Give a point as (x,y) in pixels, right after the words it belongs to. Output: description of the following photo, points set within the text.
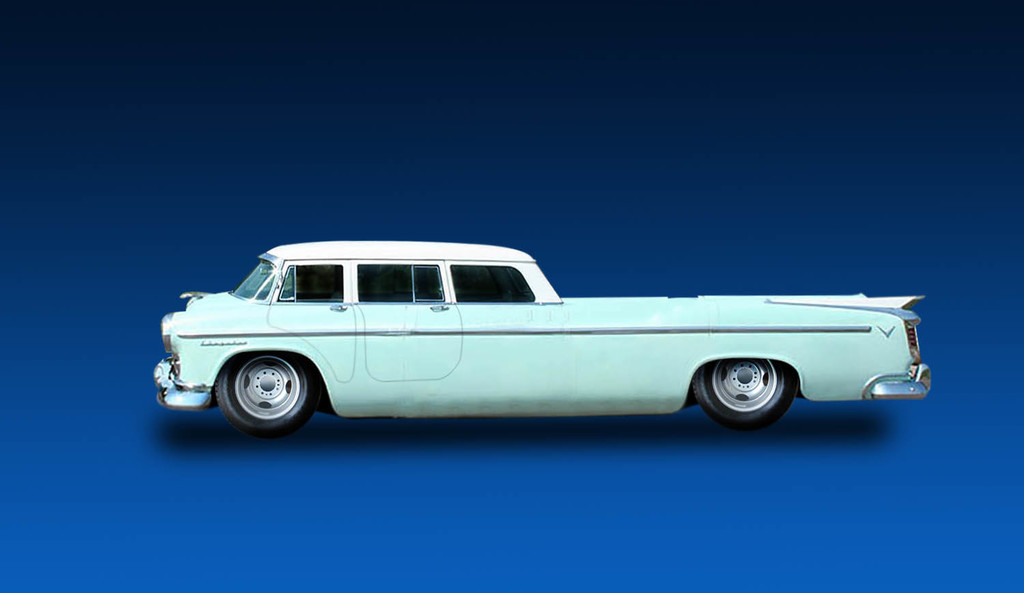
In the center of the image (346,376), we can see a car (636,371) and the background (331,538) is in blue color.
